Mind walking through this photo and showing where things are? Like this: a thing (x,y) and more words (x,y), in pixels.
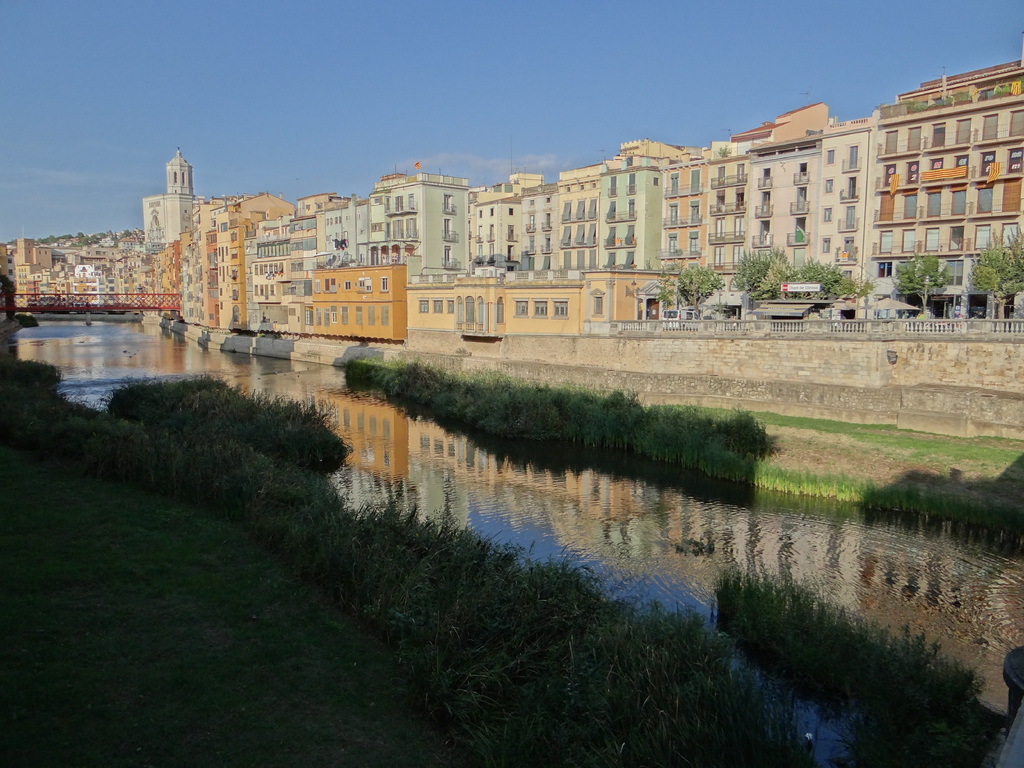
In the picture I can see the grass (45,411), water (468,434), buildings (837,162), bridge (45,306) and the blue color sky (116,118) in the background (295,193).
